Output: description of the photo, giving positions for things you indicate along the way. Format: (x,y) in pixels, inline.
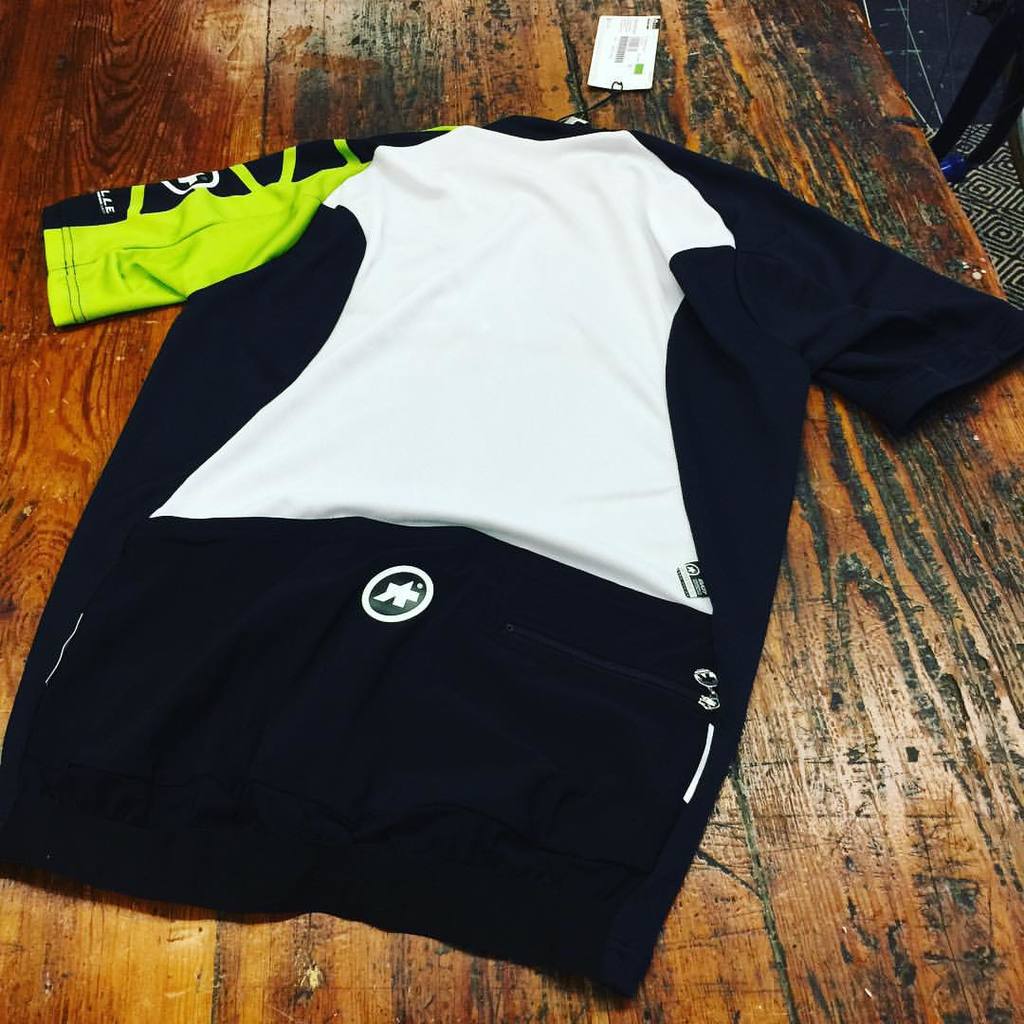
In this image there is a t-shirt (367,226) with a price tag (618,66) is placed on top of a table (682,898).
